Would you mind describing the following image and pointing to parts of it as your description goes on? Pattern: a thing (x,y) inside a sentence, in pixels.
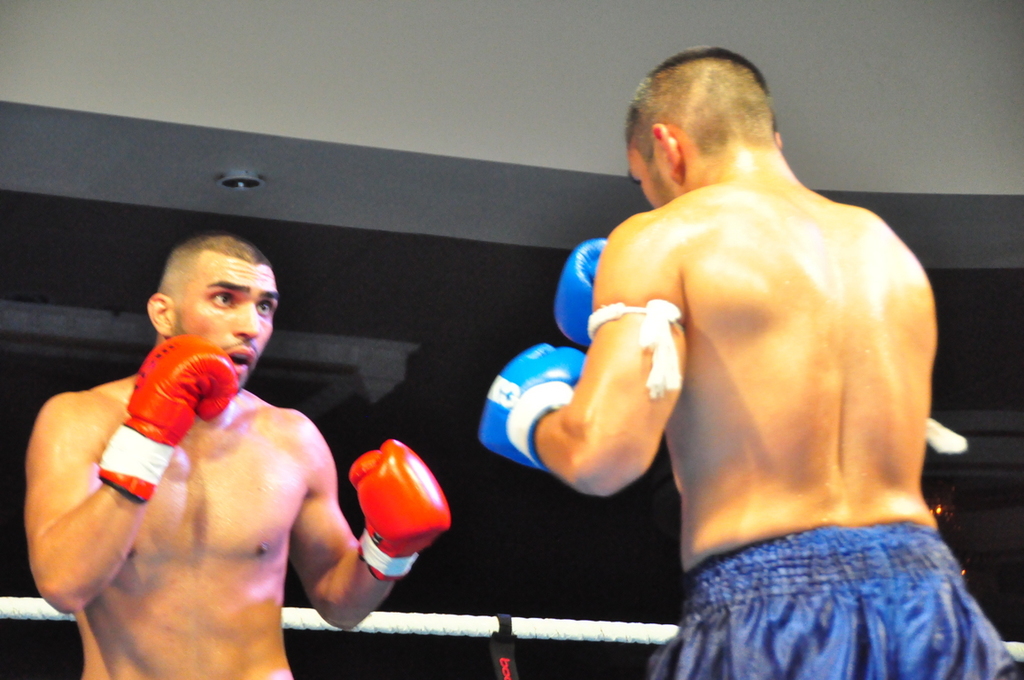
In this picture I can see the two persons (528,455), they are wearing the boxing gloves (517,442), in the background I can see the rope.
